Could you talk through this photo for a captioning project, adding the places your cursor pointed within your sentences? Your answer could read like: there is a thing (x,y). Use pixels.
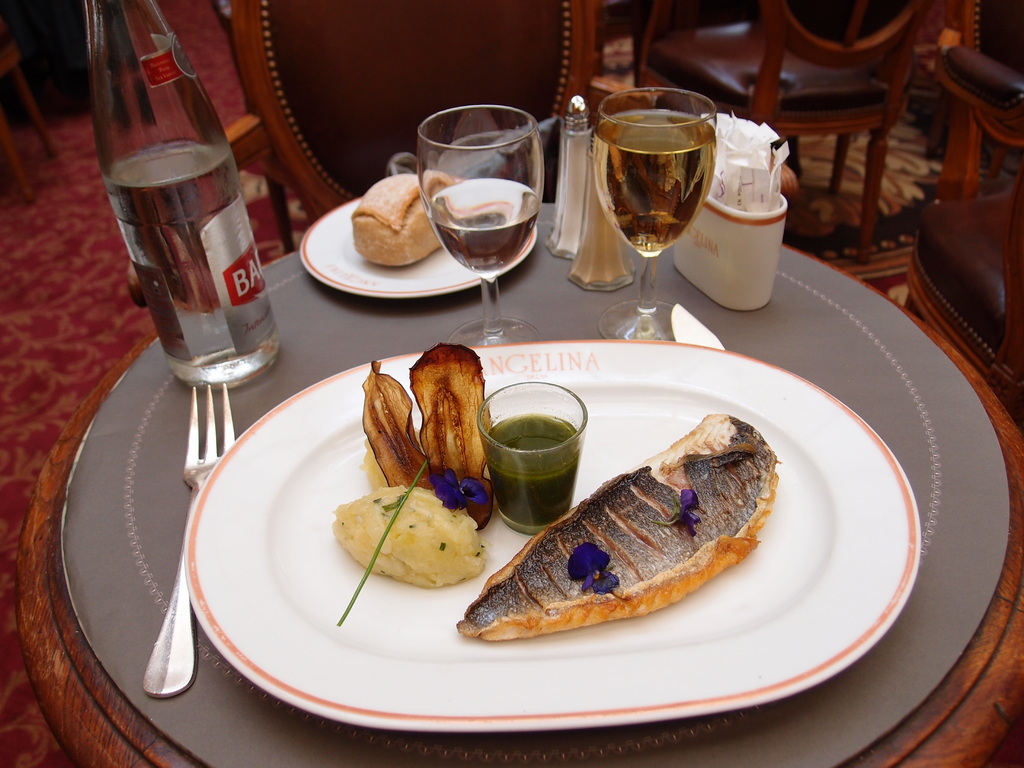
There are food items (530,559) and a glass of drink (538,517) on a white plate (299,592). There is a fork (172,652), glass bottle (218,313), wine glasses (644,321), a plate of food items (346,252) and a few sachets (729,177) on a table (796,301). There are chairs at the back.
